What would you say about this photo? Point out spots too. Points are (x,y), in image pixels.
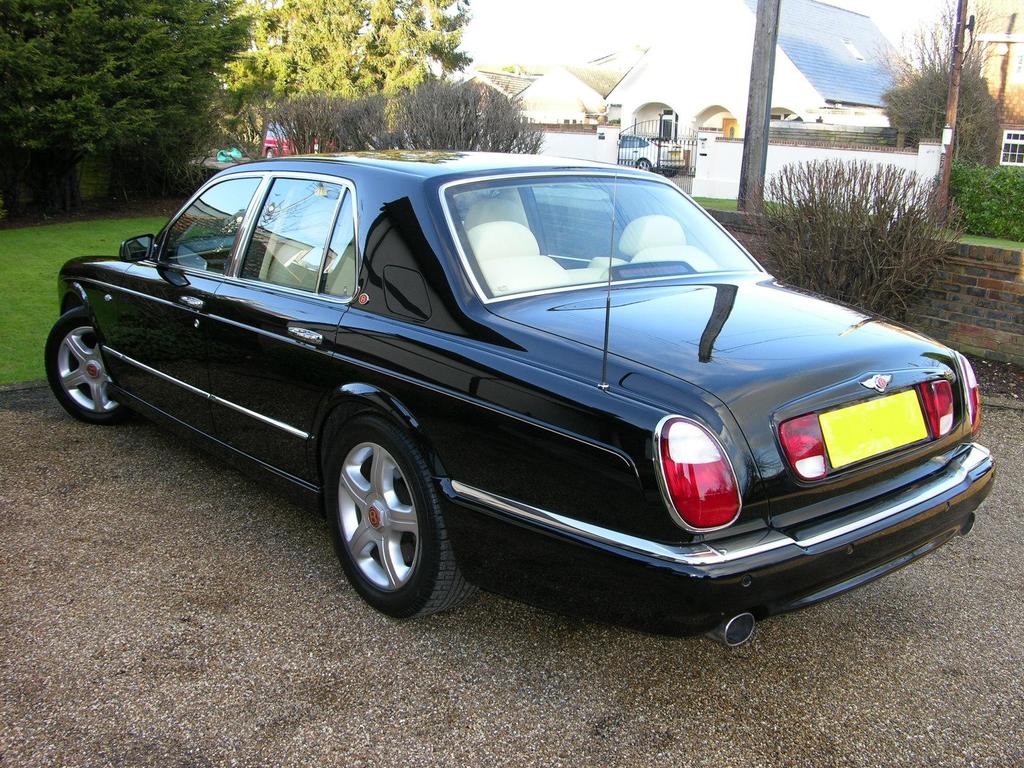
In the image we can see there are vehicles (629,165) of different colors. Here we can see the sand (139,539), plants (895,218) and poles (763,1). We can even see there are trees (221,59), grass (58,247) and it looks like the building (828,65).
